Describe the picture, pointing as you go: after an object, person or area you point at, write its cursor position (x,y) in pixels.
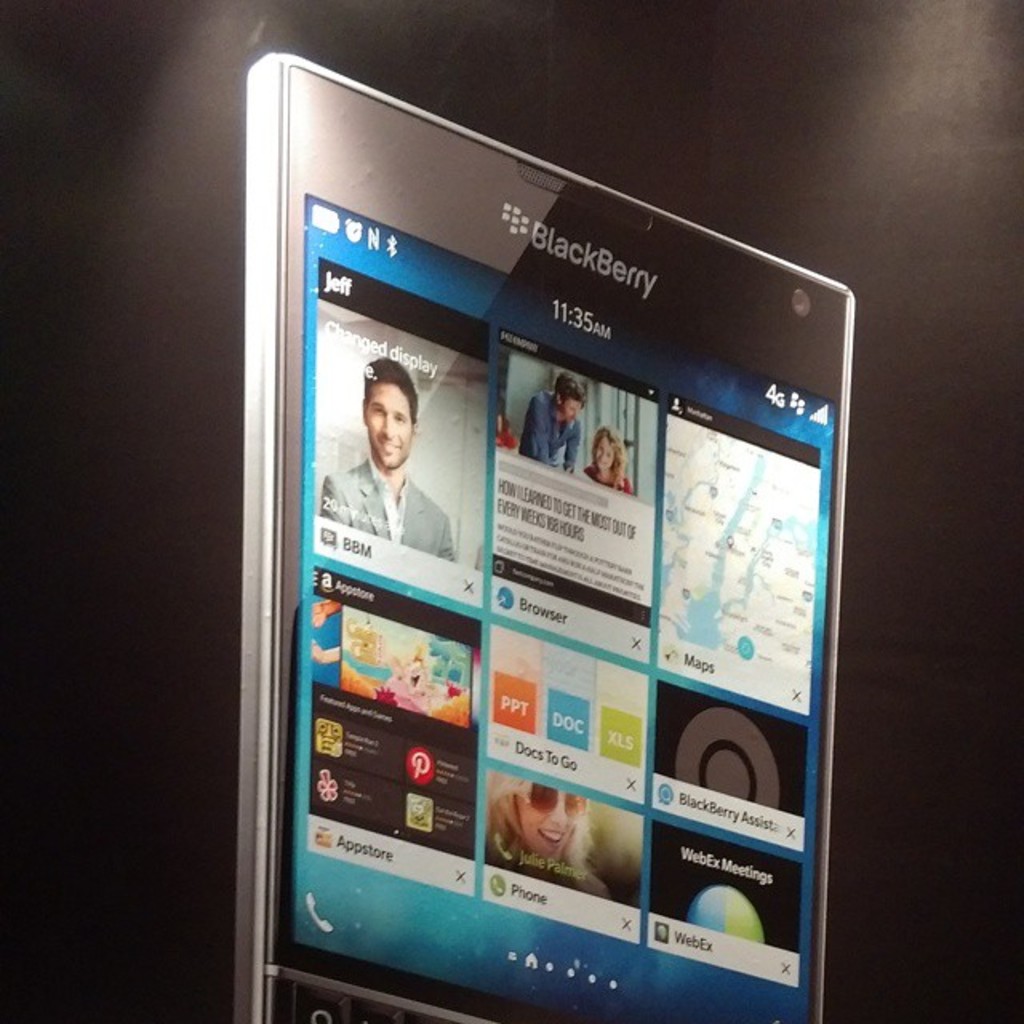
In the picture I can see a mobile phone (487,685). On the screen (412,485) of a mobile phone (468,524) I can see the applications (430,450) and icons (460,876).
